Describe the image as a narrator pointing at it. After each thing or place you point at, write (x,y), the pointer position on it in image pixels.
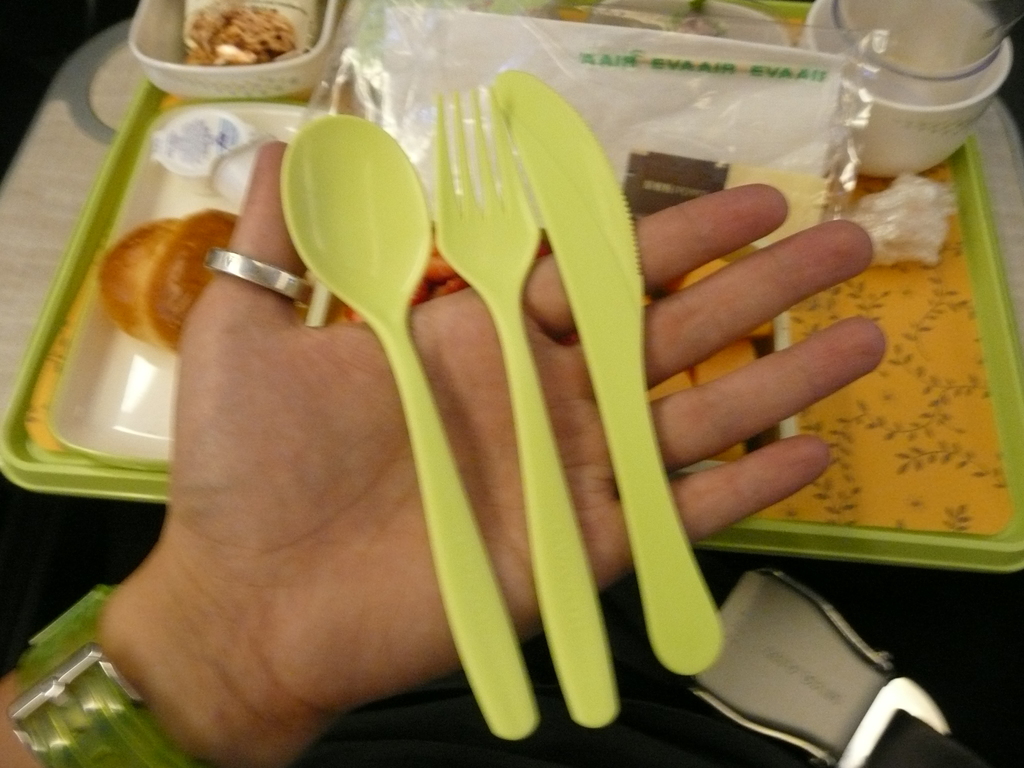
In this picture we can see a plastic spoon (397,247), fork (474,256) in hand (280,481) and also we can see cups (921,34) in a tray (103,231).
